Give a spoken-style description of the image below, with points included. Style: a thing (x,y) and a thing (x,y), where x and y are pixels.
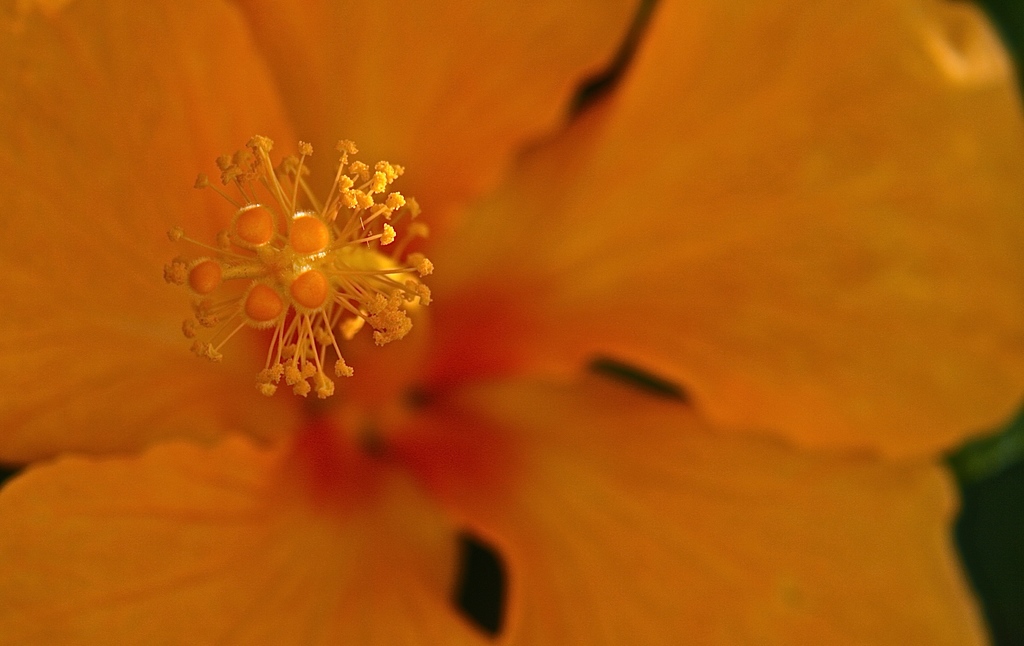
In this picture we can see a flower (564,437).
